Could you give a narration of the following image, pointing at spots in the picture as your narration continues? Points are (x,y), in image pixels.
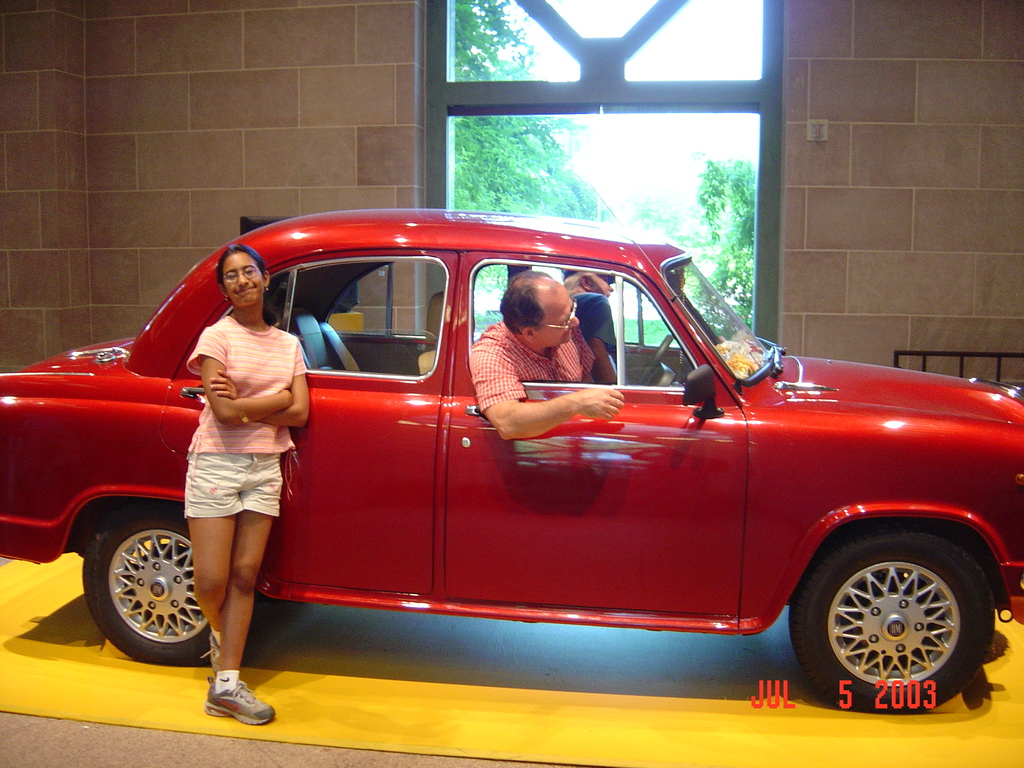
This image is clicked inside a room (880,174). In this image there are three persons (211,645) and a car (939,571). The car (45,472) is in red color. The woman (240,532) is standing to the left of the image (224,649). Two men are sitting in the car (656,541). In the background (405,82) there is a wall (964,177) and window (703,239). At the bottom (407,690) there is yellow floor mat (379,702).
